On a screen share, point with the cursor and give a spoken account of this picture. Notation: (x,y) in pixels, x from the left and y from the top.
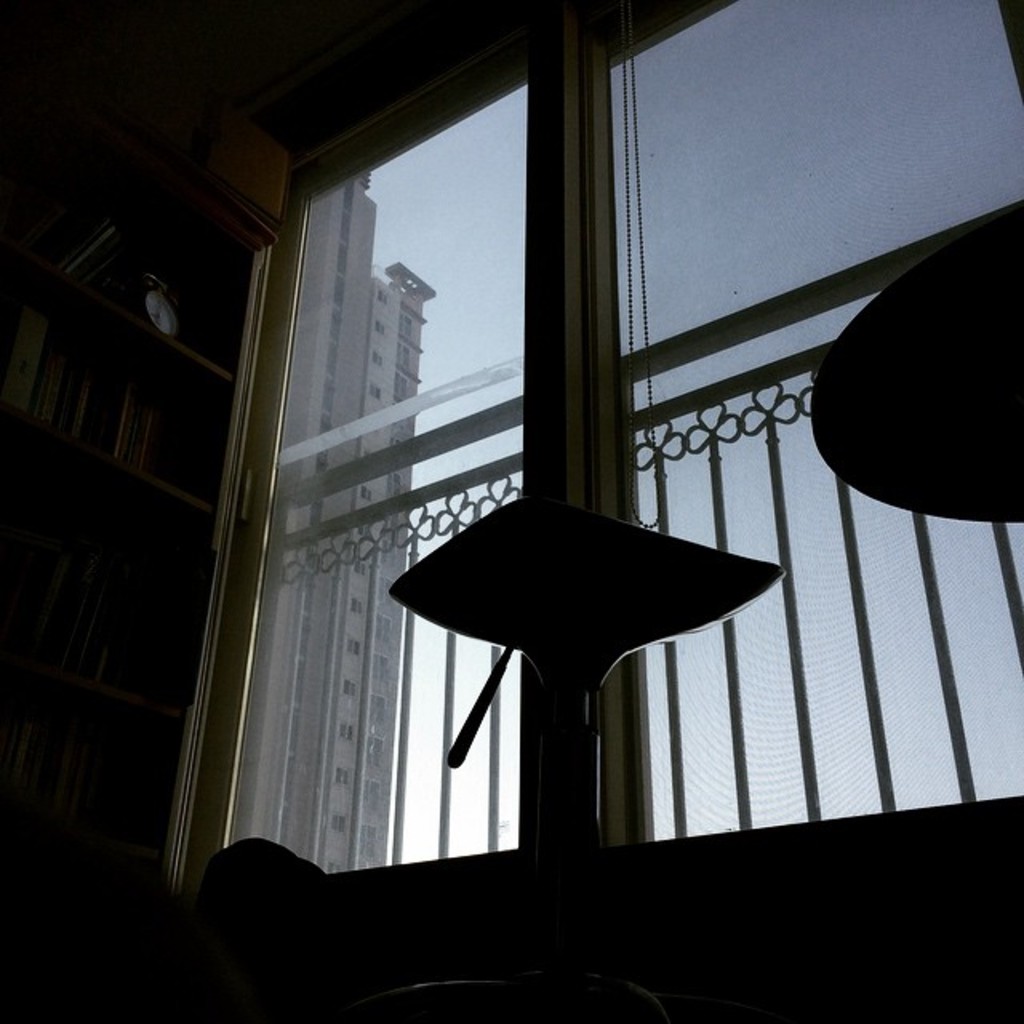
This image is taken from inside. In this image there are two chairs (540,748), in front of them there is a glass window (475,513), beside the window (261,693) there is a rack (60,278) stored with books (110,254) and a clock (171,329). From the window (403,433) we can see the outside view of a building (345,582) and a sky (676,447).
